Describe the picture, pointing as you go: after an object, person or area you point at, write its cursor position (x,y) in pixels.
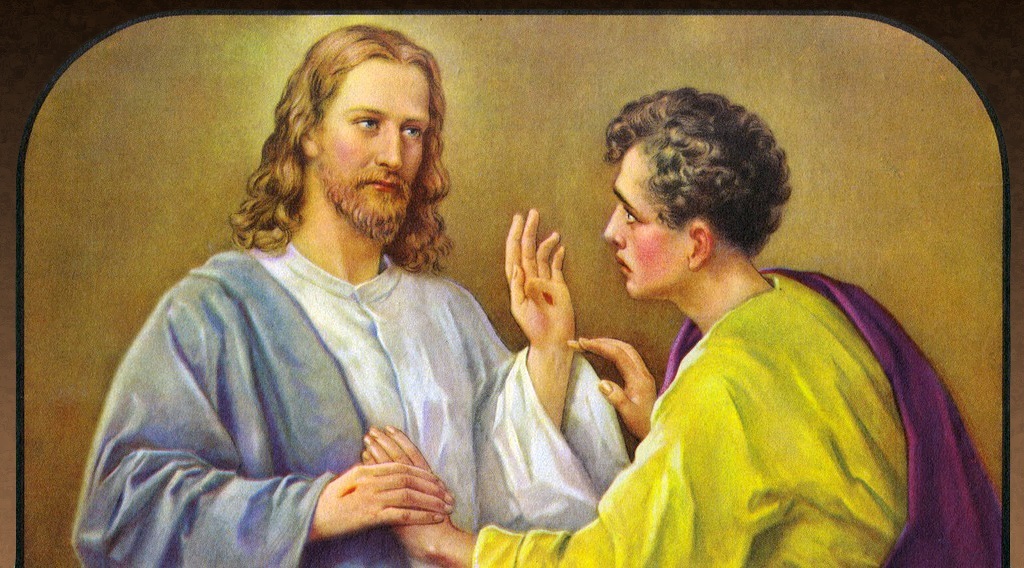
This is a poster. In this poster, there is a person (354,232) in white color dress (463,323), holding a hand (431,531) of the person (600,546) who is in green color dress (755,419) and having a violet color cloth (940,545). In the background (326,26), there is a light (270,115).
